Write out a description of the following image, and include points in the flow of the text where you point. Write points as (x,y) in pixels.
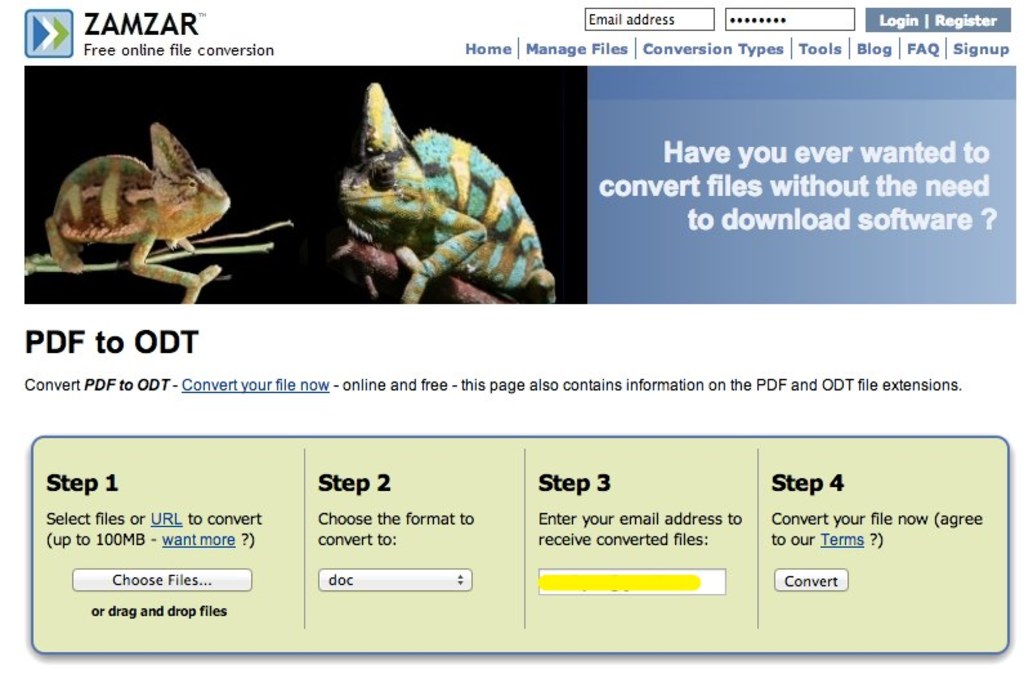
In the image it looks like the picture taken from some website, there are two chameleon images (362,183) and around the images (412,183) there are registration portals (1002,22) and other different information (551,528).
